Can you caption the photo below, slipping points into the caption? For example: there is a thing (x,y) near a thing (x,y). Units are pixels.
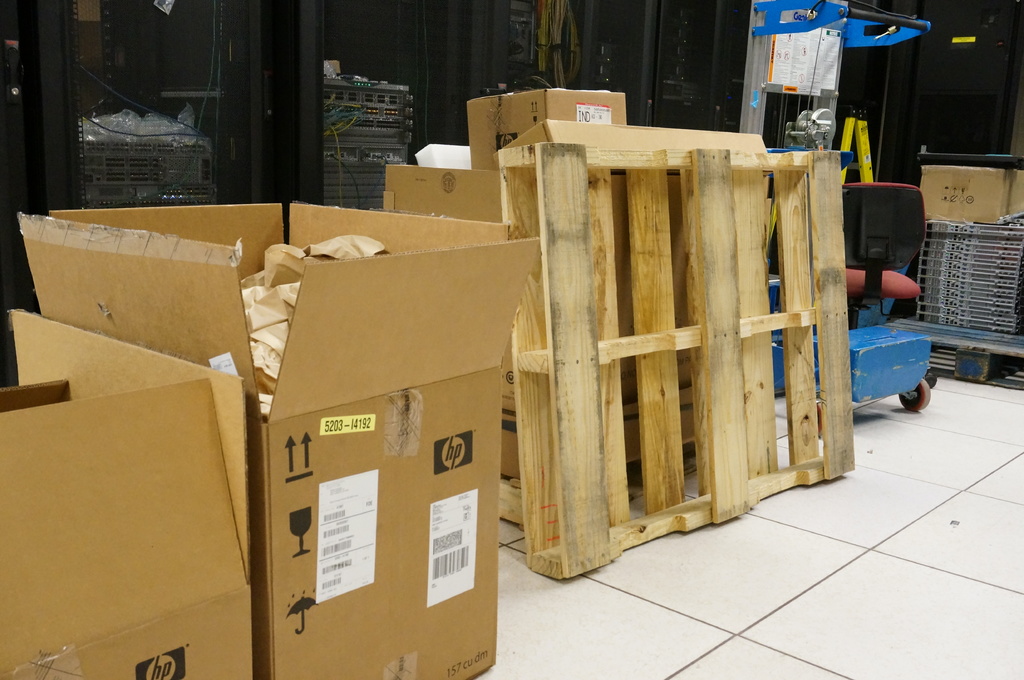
In the picture we can see a floor (940,460) with white tiles (976,460), on it we can see some cardboard boxes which are opened and some papers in it beside we can see a cart (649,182) with some things (957,242) on it and they are placed near the wall (428,133) which is black in color.
